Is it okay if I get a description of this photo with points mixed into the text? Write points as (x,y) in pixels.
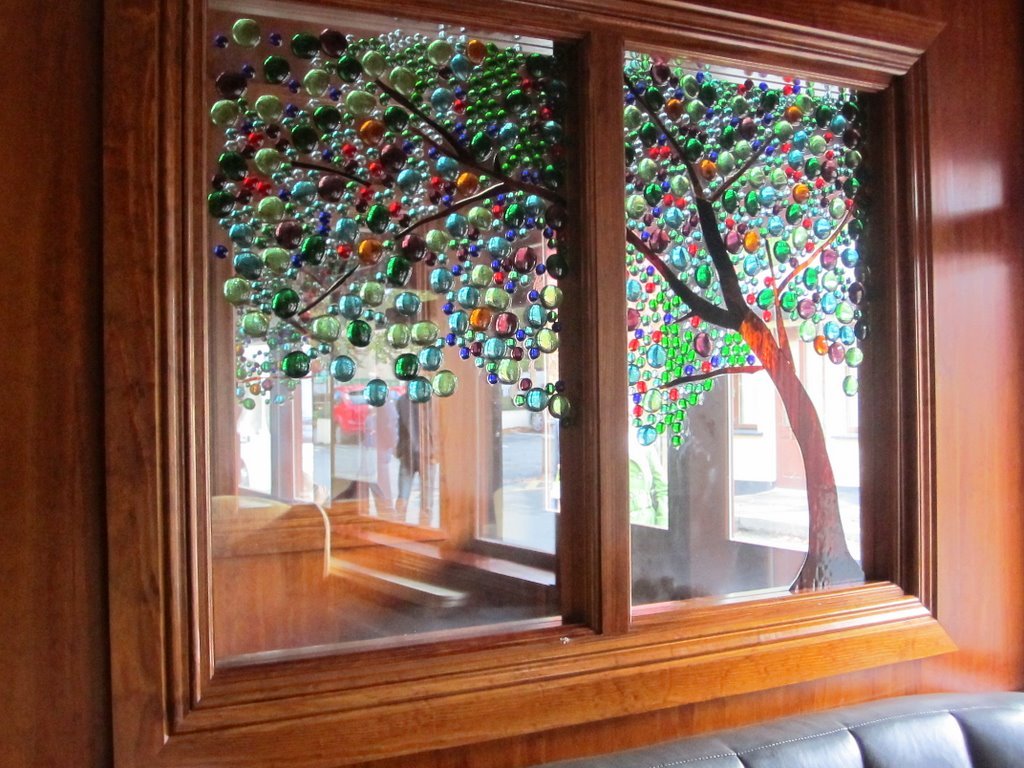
In this image in the center (571,364) there is a window (580,498), behind the window (580,344) there are persons (420,463) and on the window glasses (780,369) there is a design of tree (366,272).
